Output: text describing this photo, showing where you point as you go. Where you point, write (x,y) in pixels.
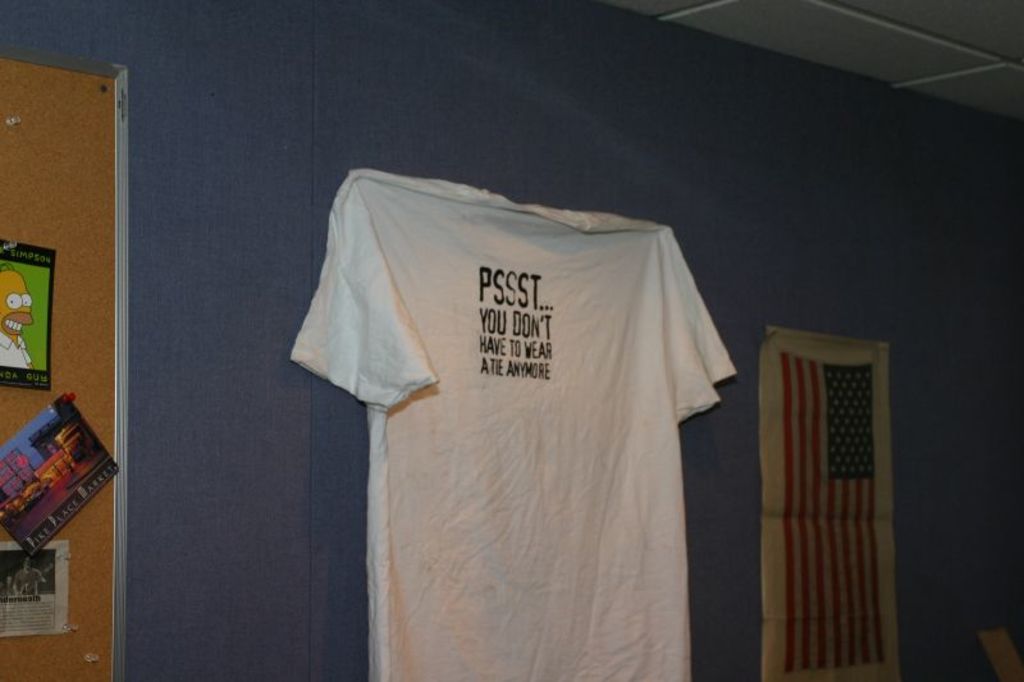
In this image we can see a shirt (405,367) on the wall (302,246), it is in white color, here is the board (63,332), and some pictures (48,471) on it, at above here is the roof (889,8).
